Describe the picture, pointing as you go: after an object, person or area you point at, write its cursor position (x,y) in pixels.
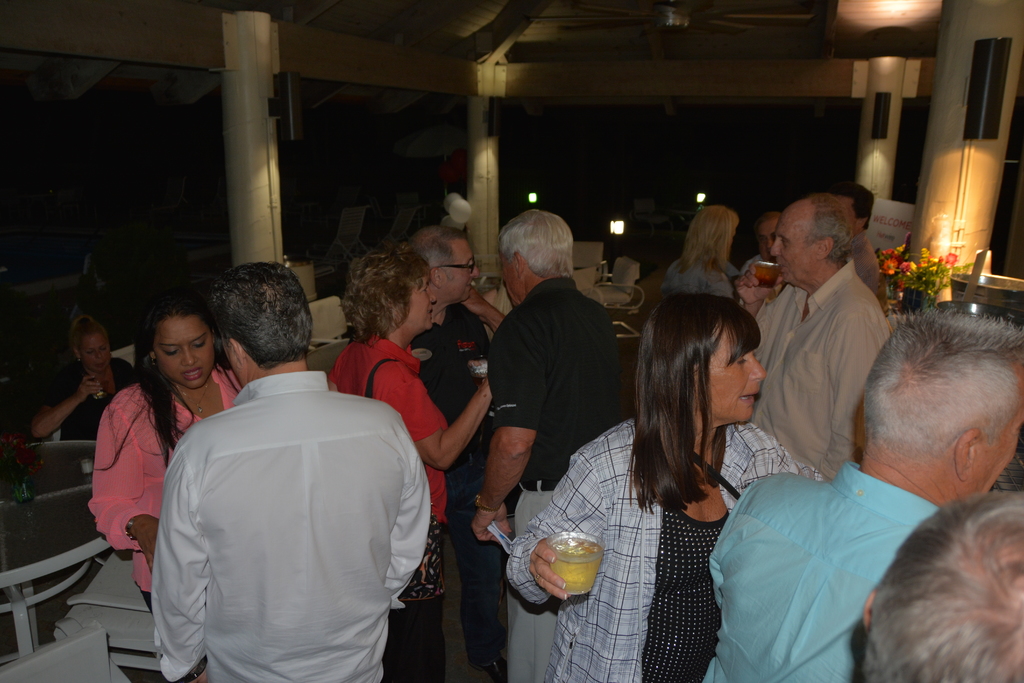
This picture is clicked inside the room (380,469). In the foreground (343,486) we can see the group of persons (316,457) standing and holding some objects (505,537). On the right (820,275) we can see a person (844,234) wearing shirt (864,322), standing and drinking. In the background (871,97) we can see the lights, pillars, flowers (904,262), green leaves (942,283), chairs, tables (71,495) and many other objects (969,280). On the left (120,369) we can see a person (71,380) sitting on the chair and holding some object (100,394) and we can see the group of persons (481,319).
